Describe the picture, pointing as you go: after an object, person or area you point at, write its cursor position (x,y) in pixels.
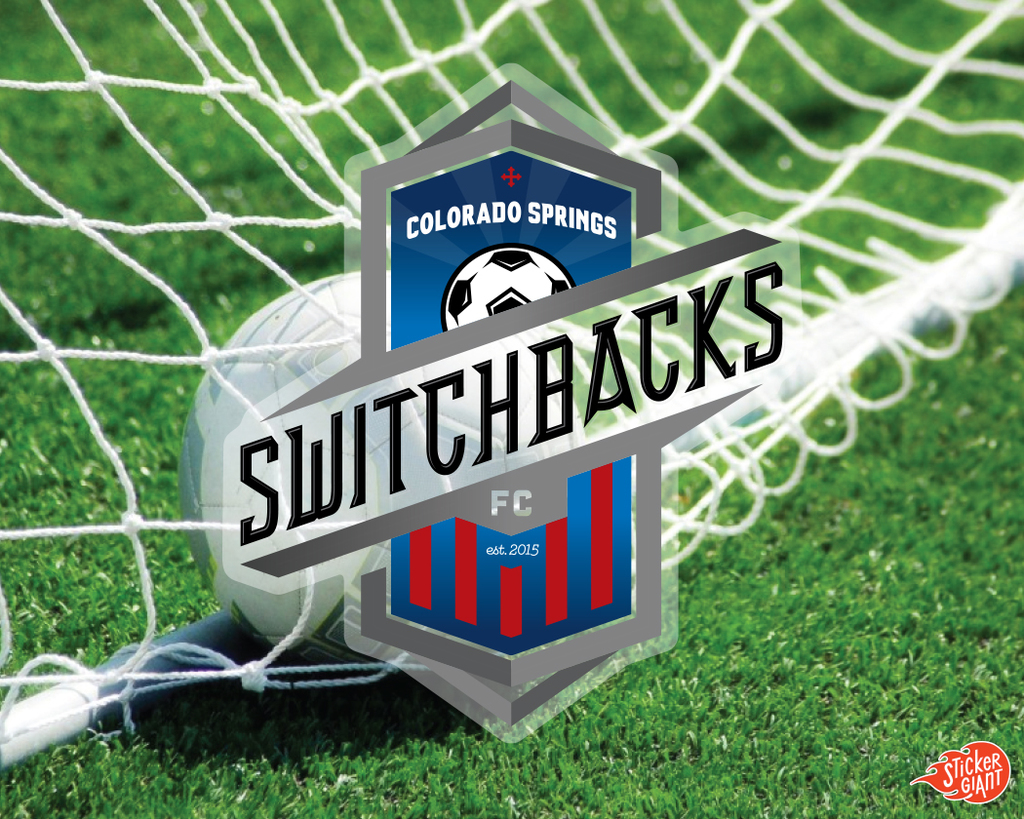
In this image there is a ball (252,385) on the ground (250,731). In front of it there are ropes (805,328). There is the grass (737,617) on the ground (769,631). In the center (446,412) there are text (505,407) and a logo (482,338). In the bottom right (960,774) there is text (972,767) on the image.
